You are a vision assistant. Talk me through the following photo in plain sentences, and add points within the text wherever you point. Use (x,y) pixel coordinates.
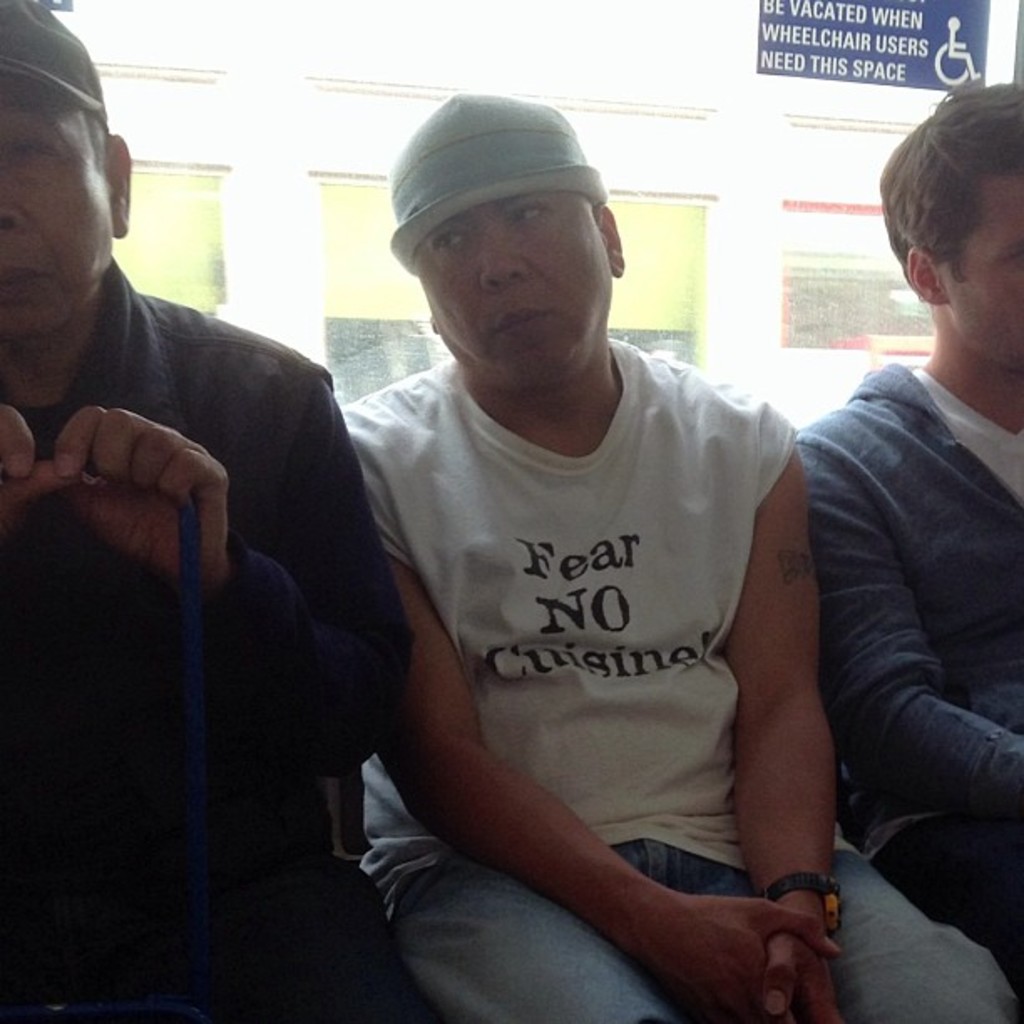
In this image I can see three persons (522,659) are sitting. In the background (443,4) I can see a window (633,138), building (364,117) and a board (798,63). This image is taken may be in a bus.
